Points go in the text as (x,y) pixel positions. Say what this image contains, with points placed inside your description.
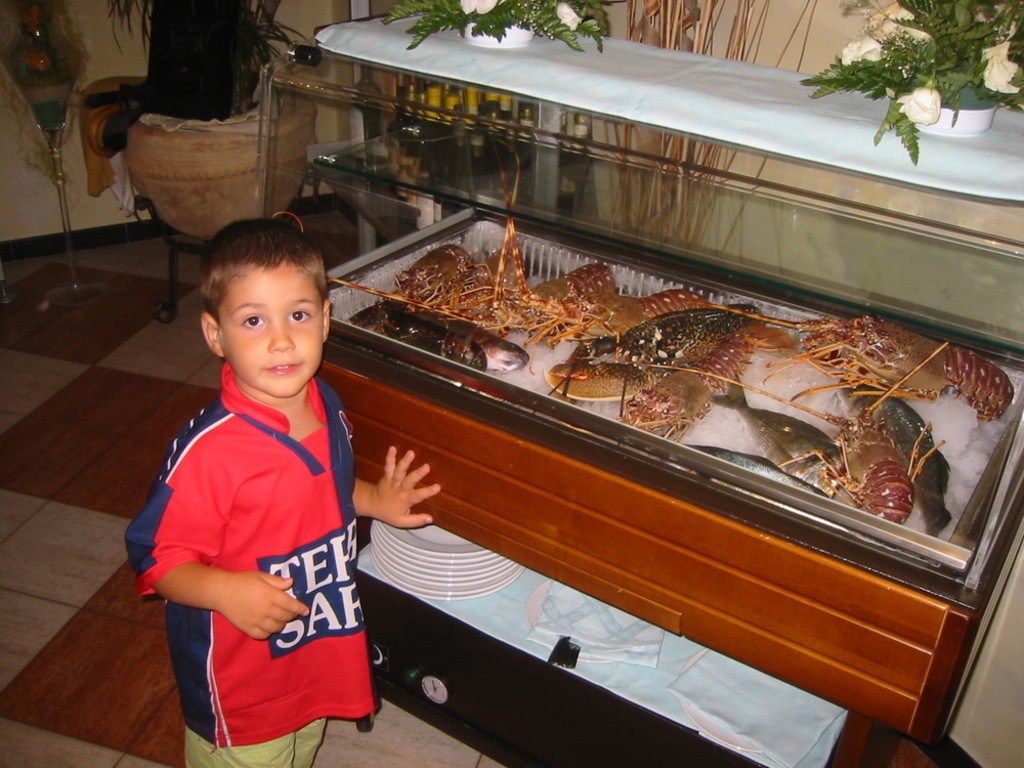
In the picture there is a boy (291,517), behind him there is a freezer (862,299) and in that there are some animals (793,441) kept inside and below that freezer (523,557) there are few plates (474,565) and napkins (731,686), in the background (460,5) there are two flower bouquets (964,72) and on the left side (182,132) there is a plant (193,142), behind the plant (248,10) there is a wall (838,8).
